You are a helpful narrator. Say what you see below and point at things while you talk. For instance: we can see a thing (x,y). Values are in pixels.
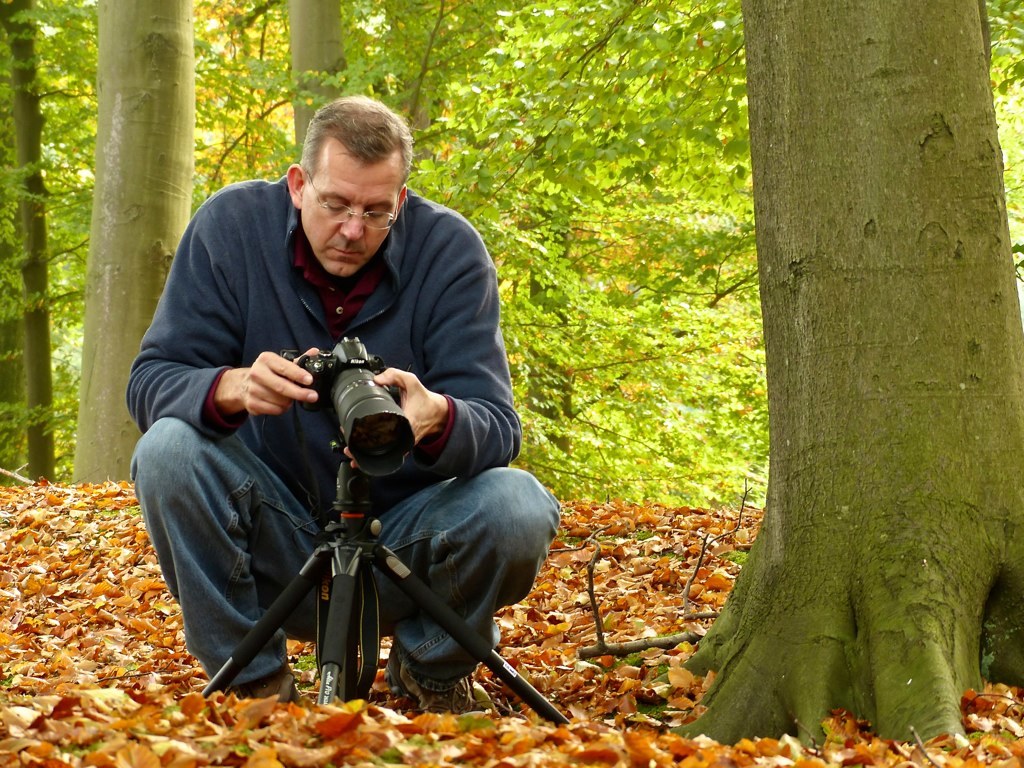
As we can see in the image there are trees (524,66) and a man (381,213) holding camera (343,400).
